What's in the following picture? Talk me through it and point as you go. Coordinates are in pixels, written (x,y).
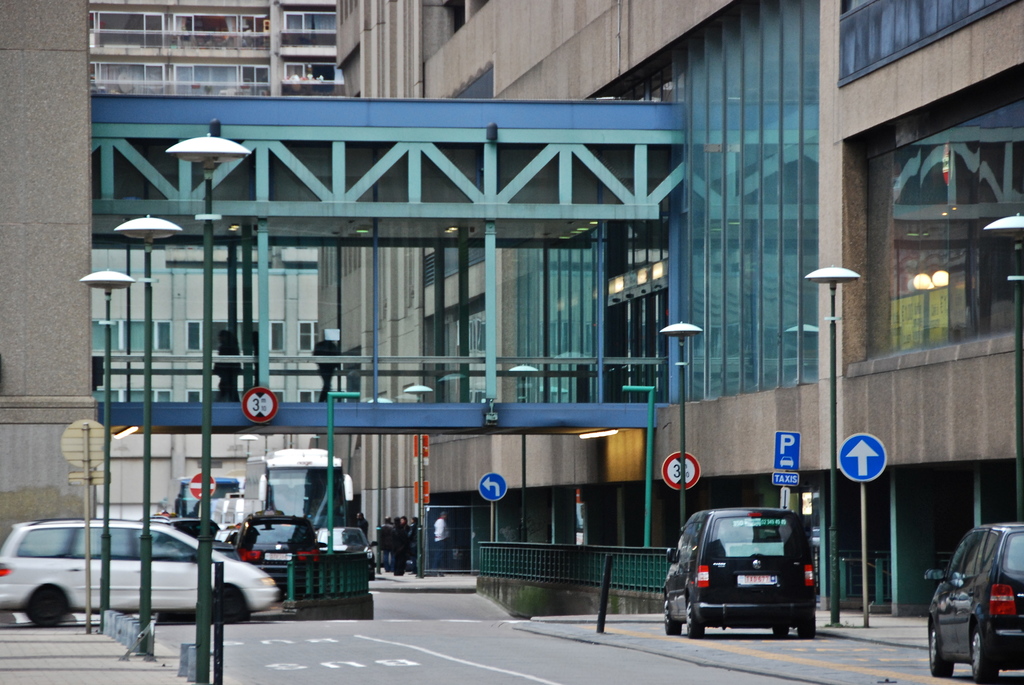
In this image I can see the road (283,678). On the road (246,619) I can see many vehicles (246,606). To the side of the road (408,604) I can see many boards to the poles (199,604). In the background (248,323) I can see the bridge (417,344) attached to the buildings (12,277). I can see these buildings (285,93) are with glasses (689,385).
